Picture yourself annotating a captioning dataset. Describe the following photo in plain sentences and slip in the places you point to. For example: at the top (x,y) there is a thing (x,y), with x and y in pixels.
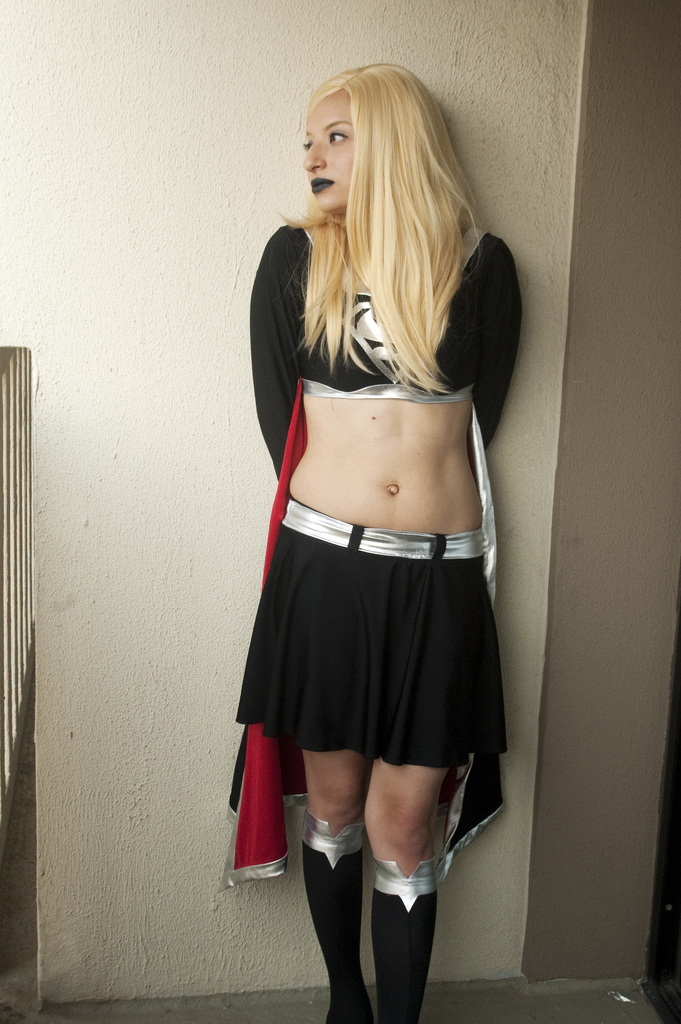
In the image we can see a woman (407,568) standing, wearing clothes (457,632) and boot (404,966). This is a floor (506,988) and a wall (169,597).
